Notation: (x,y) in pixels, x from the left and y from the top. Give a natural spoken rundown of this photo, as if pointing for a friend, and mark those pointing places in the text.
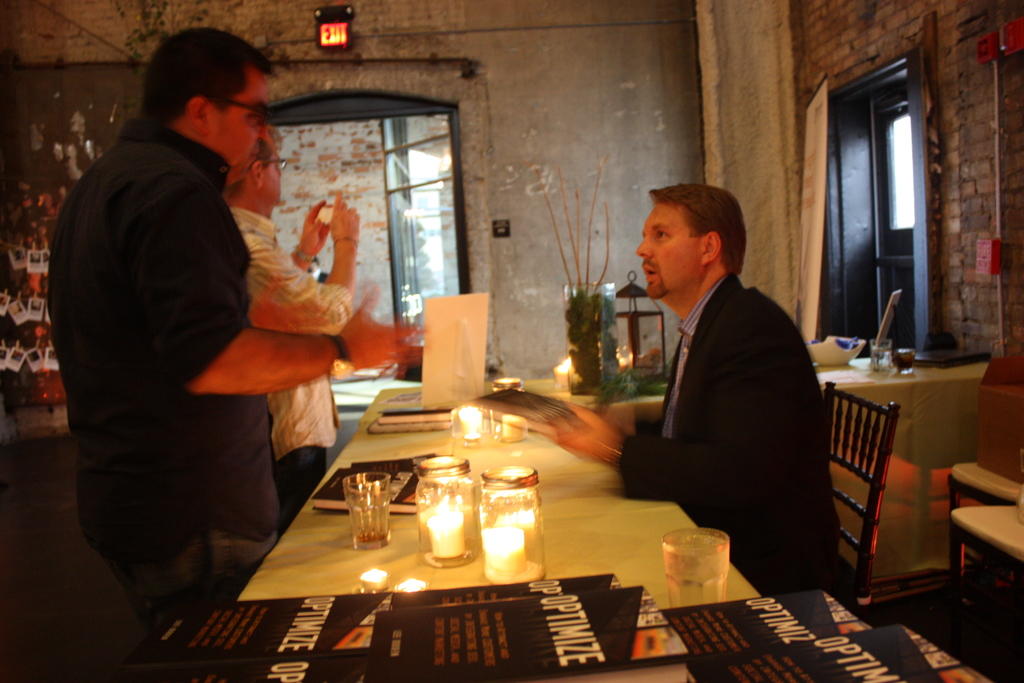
In this image we can see this person (674,373) is sitting on the chair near the table (666,507). This persons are standing near the table (320,514). We can see jars (530,516), glasses (382,506) and cards (470,594) on the table (607,491).
